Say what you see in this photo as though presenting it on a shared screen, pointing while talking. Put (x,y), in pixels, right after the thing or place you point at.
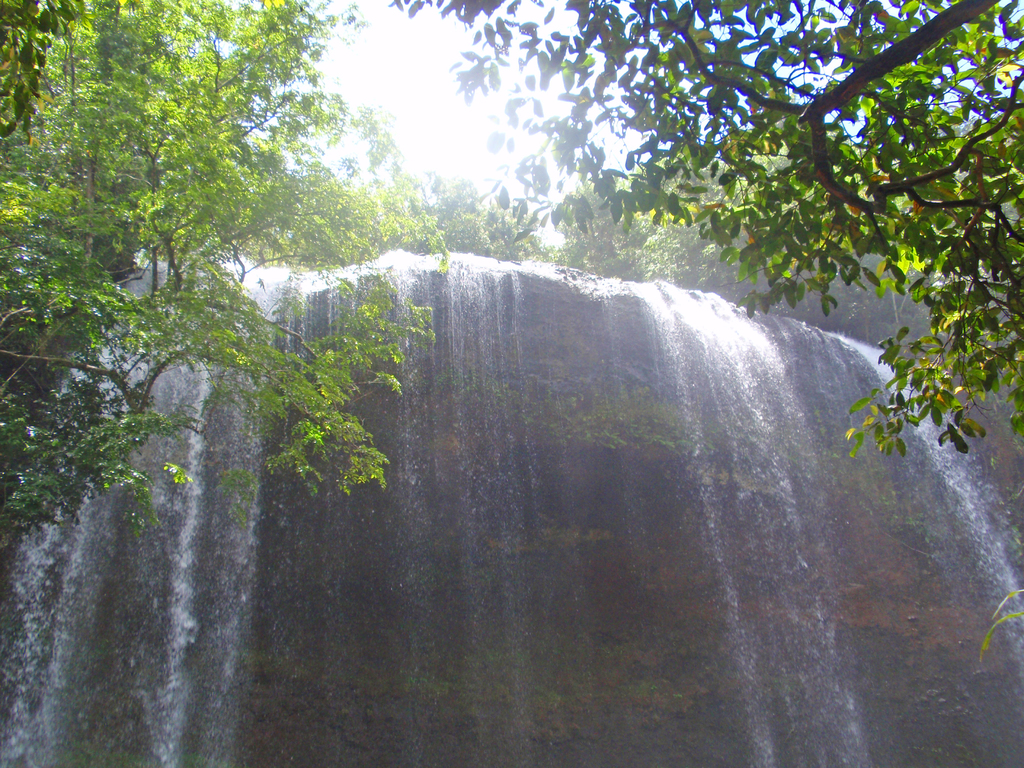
In this picture I can observe waterfalls (389,446) in the middle of the picture (537,410). In the background (90,178) there are trees (111,211) and sky (437,113).
